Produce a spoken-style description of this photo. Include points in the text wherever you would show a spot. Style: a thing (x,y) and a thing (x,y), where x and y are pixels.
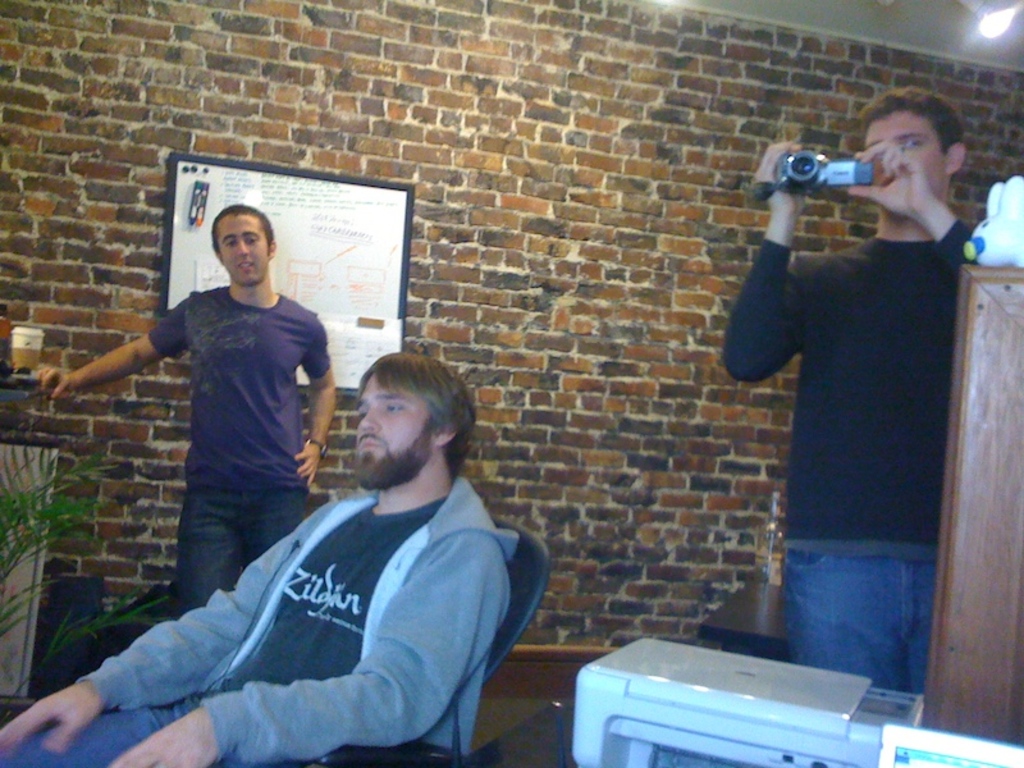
On the right side of the picture (975,574) there are printer (722,712), tables (771,611), desk (982,609), toy (987,235) and a person (818,316) holding camcorder (775,178). On the left (262,661) there is a person (328,659) sitting in chair (513,567). In the background (269,469) there are houseplant (45,520), desk (27,439), coffee cup (19,355), a person (257,352) and a board (319,238). In the background (987,121) there is a brick wall (535,330). At the top (987,34) there are lights (1001,27) to the ceiling (838,28).
